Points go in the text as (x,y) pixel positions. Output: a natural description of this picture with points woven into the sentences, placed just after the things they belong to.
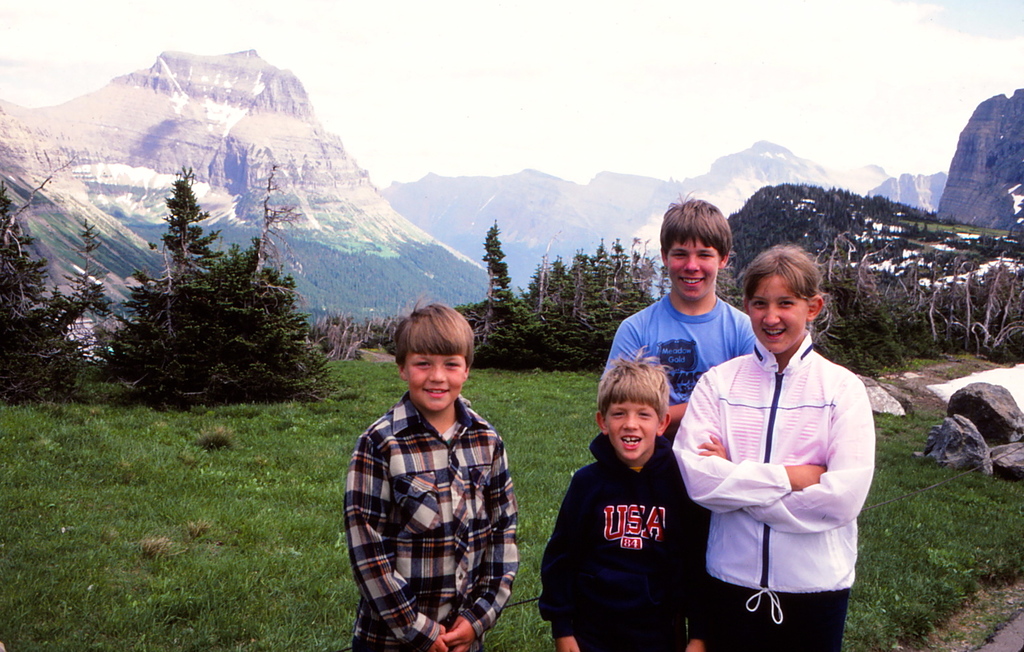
On the right side (789,556), there are four children (777,465), smiling and standing. In the background (6,302), there are trees (6,287), grass (364,413), rocks (969,407), mountains (994,132) and there are clouds (900,53) in the sky (192,3).
